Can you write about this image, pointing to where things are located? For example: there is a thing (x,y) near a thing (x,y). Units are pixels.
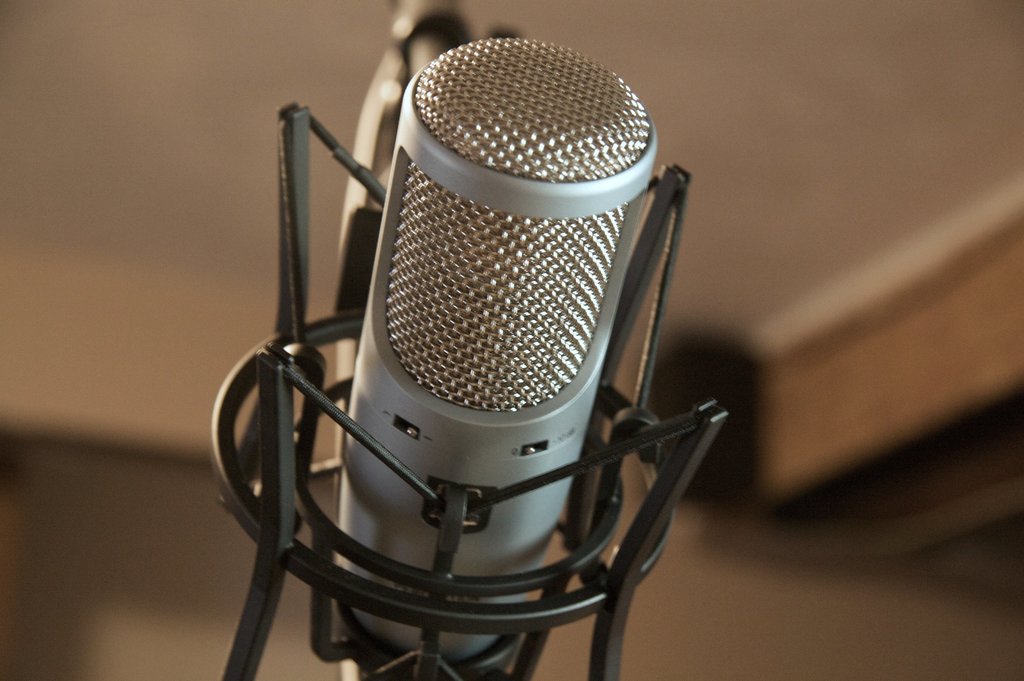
In the middle of the image (632,232) we can see a microphone (517,69). Background of the image (995,672) is blur.
